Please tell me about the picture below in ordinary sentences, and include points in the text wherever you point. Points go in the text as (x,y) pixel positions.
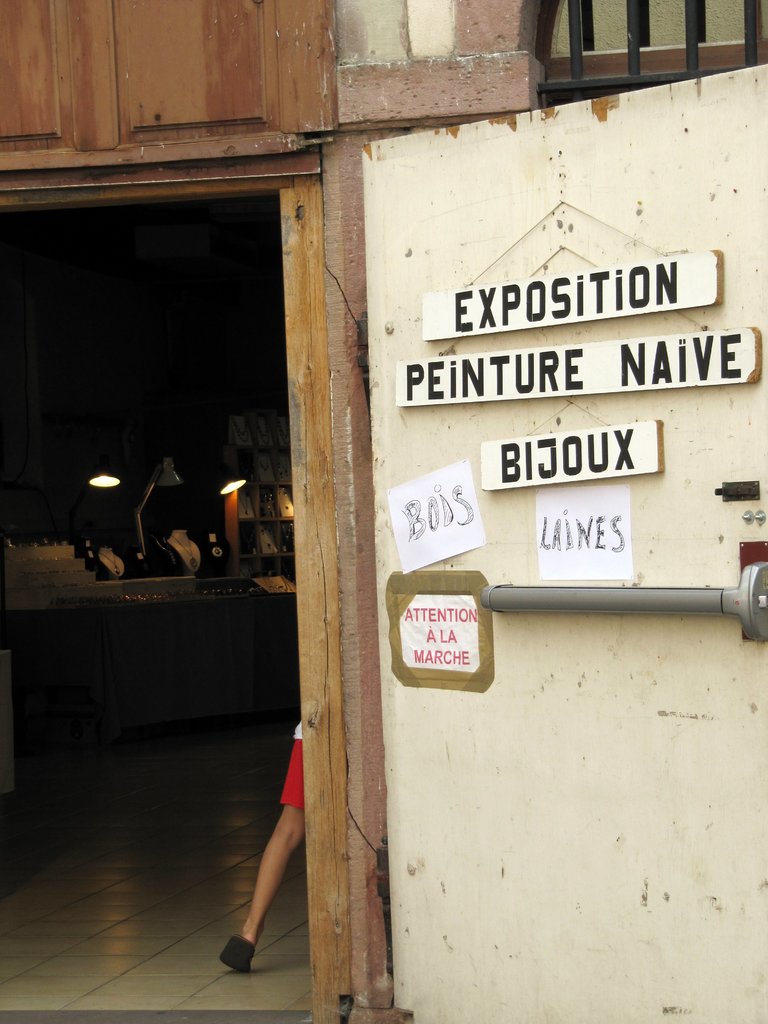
In This image on the left side (152,755) there is an inside view of a shelter (167,507), in this image in the background (171,495) there are some lights (112,476), jewelry stands (37,561) and there is one person (296,770). On the right side (524,793) there is a door (566,898), on the door (491,404) there are some boards (502,325) and on the board (544,322) there is some text (544,297).
